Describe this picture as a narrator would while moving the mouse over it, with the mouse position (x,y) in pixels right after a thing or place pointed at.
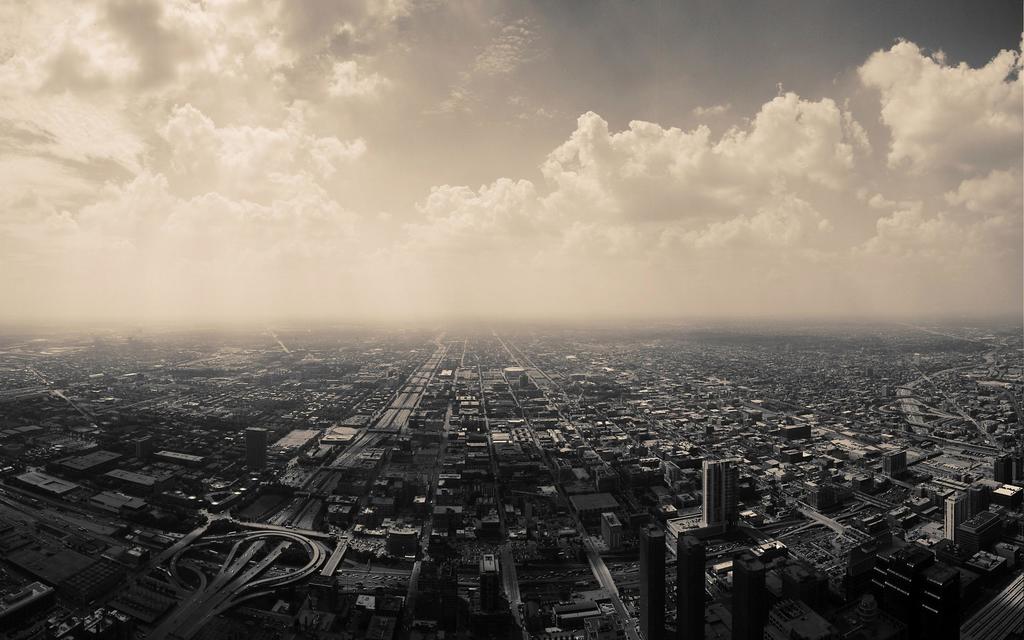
In this image, we can see an aerial view of a city (368,545). In this image, we can see some buildings (414,504), houses (465,429), trees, plants (279,405). At the top (651,121), we can see a sky (640,120) which is a bit cloudy.
